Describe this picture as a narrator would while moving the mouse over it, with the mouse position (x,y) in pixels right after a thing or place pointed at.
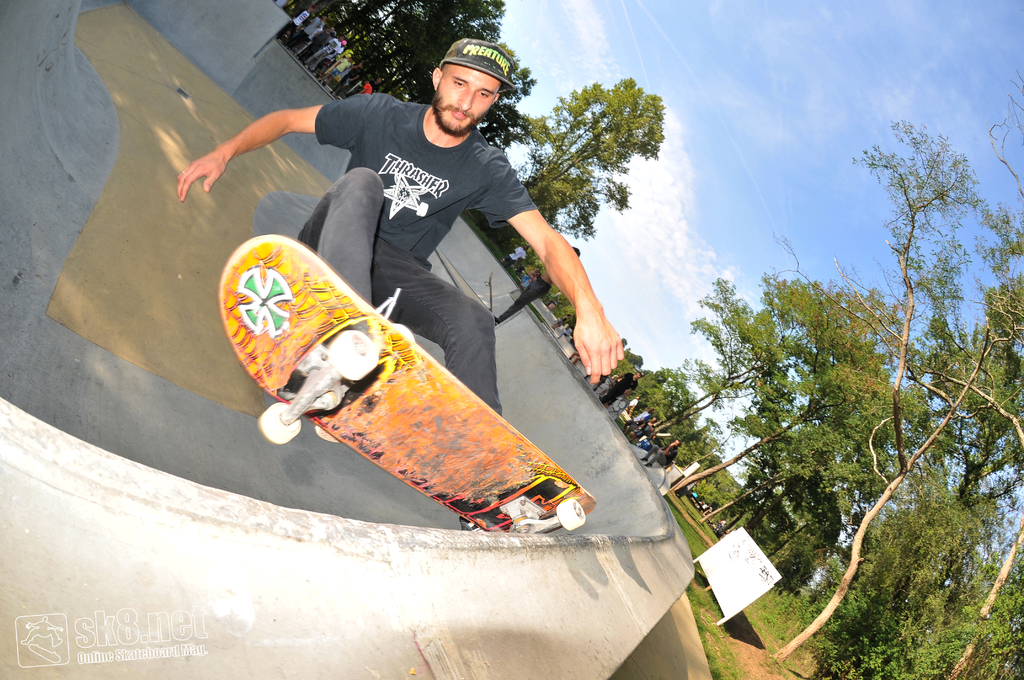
In this picture I can observe man (365,215) in the middle of the picture (401,321). He is on the skateboard (379,369). He is skating in the skating rink (139,280). In the background (662,45) I can observe trees (393,43) and some clouds (649,245) in the sky (664,98).
